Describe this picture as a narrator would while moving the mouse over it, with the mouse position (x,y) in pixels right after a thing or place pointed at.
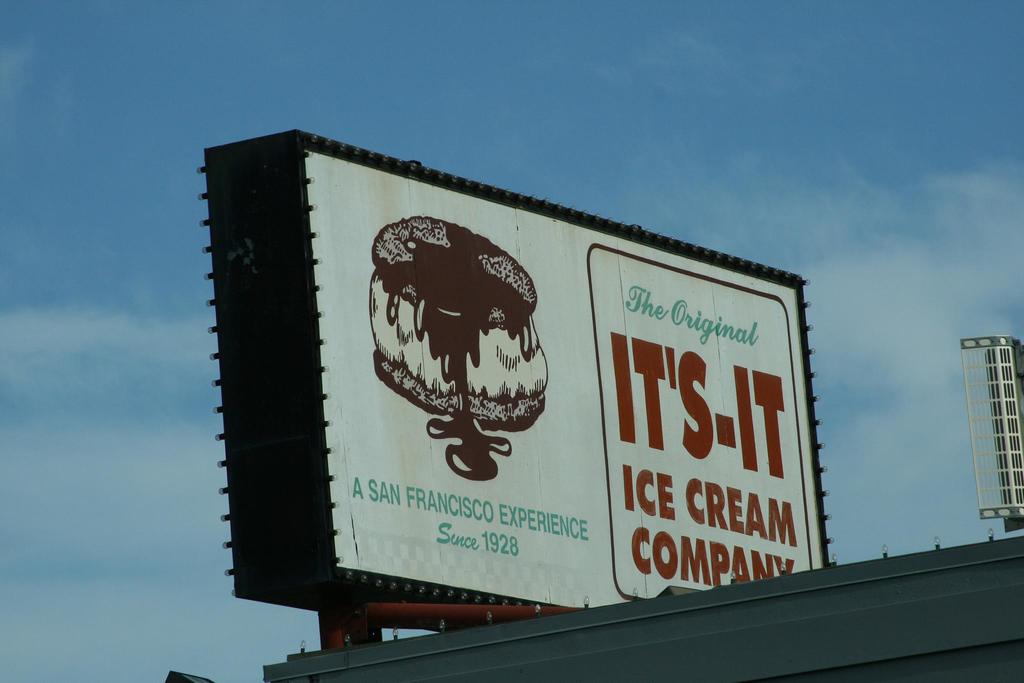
Here we can see a hoarding (586,472). In the background (200,107) there is sky (173,327).
